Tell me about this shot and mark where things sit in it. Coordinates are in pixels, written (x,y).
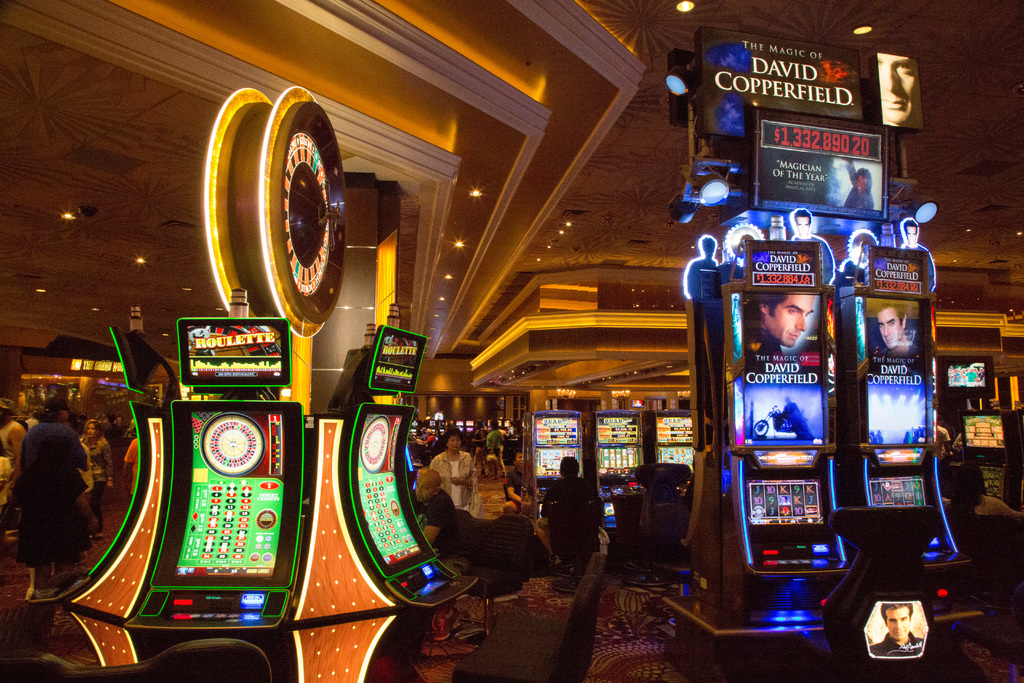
In this image there are slot machines (952,537), group of people (41,432) standing, chairs (550,658), lights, carpet (597,633).
